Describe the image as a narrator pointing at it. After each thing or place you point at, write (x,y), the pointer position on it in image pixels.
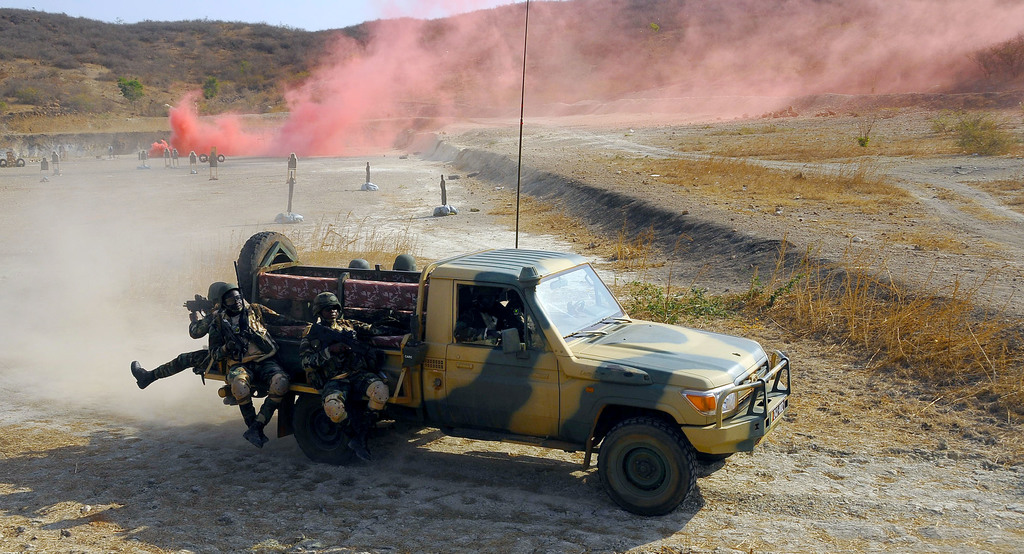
In the picture we can see an army jeep (707,336) on it, we can see some army people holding guns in a uniform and in the background (274,142), we can see red color smoke (261,144), and near it, we can see a wall (120,137) and behind it we can see a grass surface (124,115) and some trees (126,81), hills (202,59) and sky (140,16).
